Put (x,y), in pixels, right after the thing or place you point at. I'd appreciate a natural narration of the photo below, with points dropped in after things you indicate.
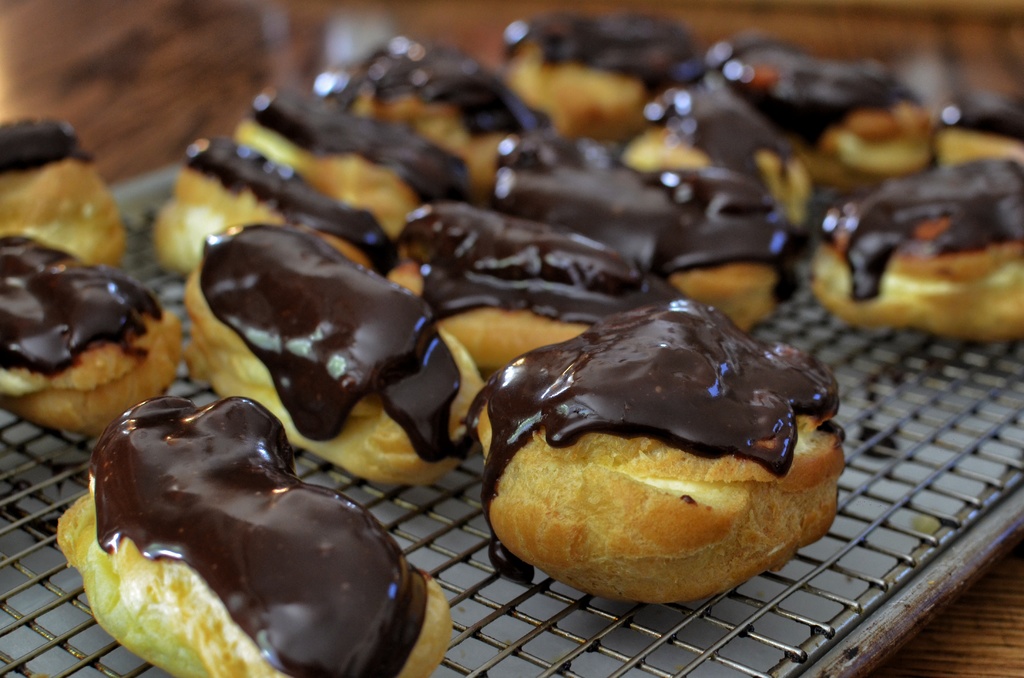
The picture consists of a cakes (539,476), on the cake (483,195) there is hot chocolate sauce (599,410). At the bottom (467,580) there is iron mesh (903,436). The background (26,73) is blurred.
